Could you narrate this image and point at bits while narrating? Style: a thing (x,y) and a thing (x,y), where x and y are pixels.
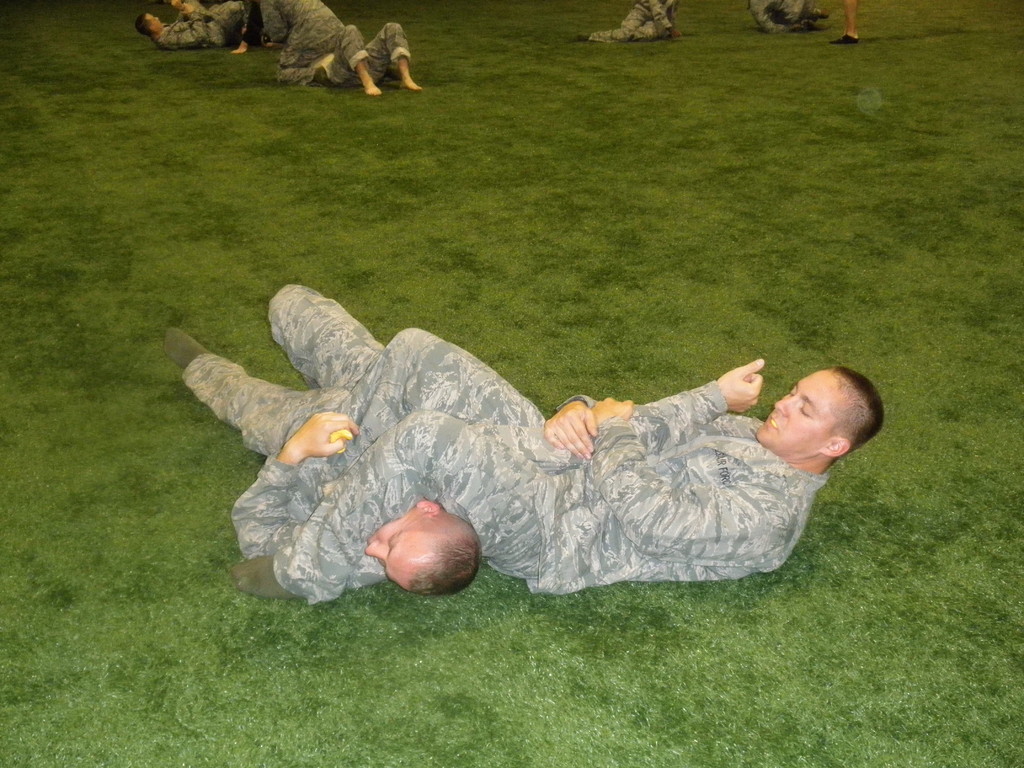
This picture describes about group of people (452,464), few (305,485) are laying on the grass (660,323).
